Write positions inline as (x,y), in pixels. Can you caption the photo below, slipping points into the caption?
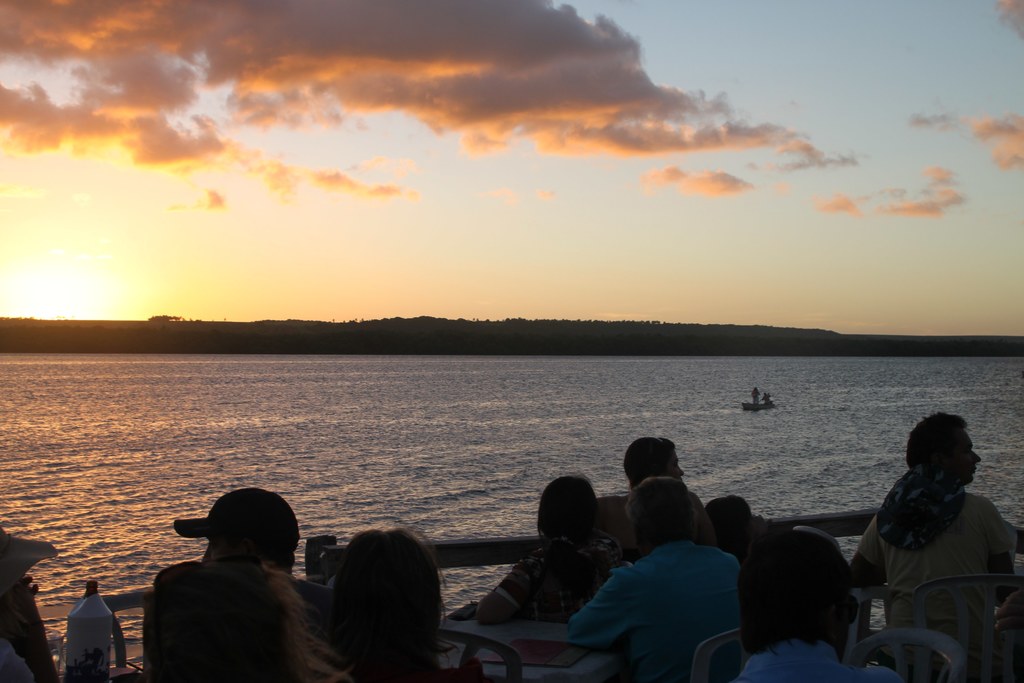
In this picture we can see some people (633,594) are sitting, there is water (404,452) in the middle (389,435), we can see the sky (719,10) and clouds (539,113) at the top of the picture (472,121).
